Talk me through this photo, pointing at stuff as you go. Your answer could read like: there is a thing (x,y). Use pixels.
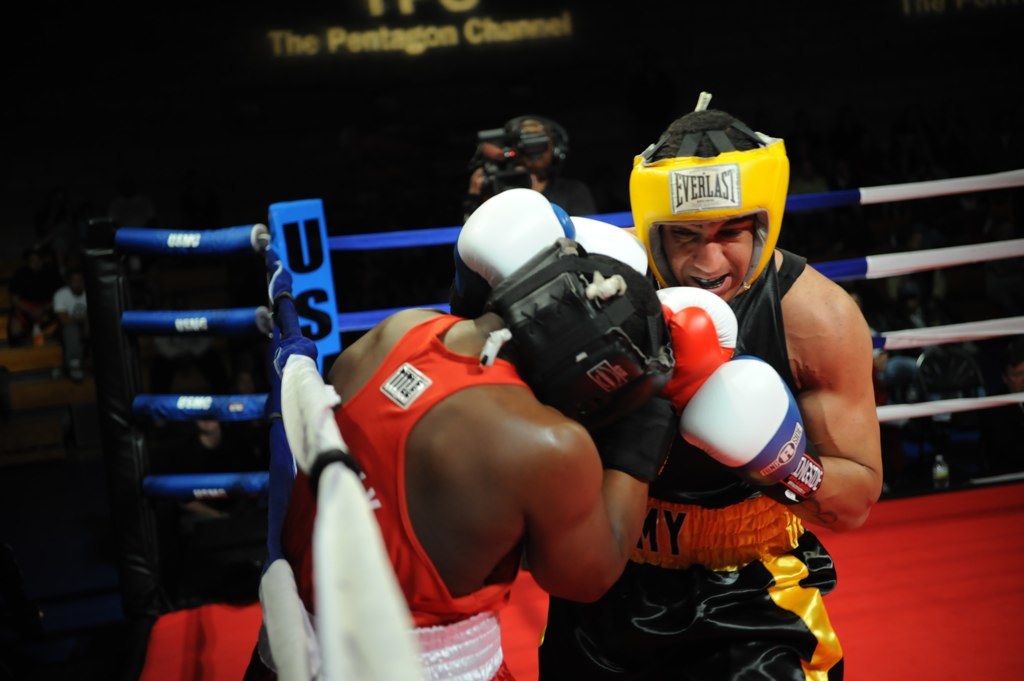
In this image I can see a boxing ring (378,311) and in it I can see two persons (618,423) are standing. I can see both of them are wearing sports wear (383,537), helmets (607,295) and boxing gloves (693,409). In the background (535,126) I can see few people (182,468) and in the centre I can see one person (556,131) is holding a camera (508,138). On the top side of this image (411,56) I can see something is written.
